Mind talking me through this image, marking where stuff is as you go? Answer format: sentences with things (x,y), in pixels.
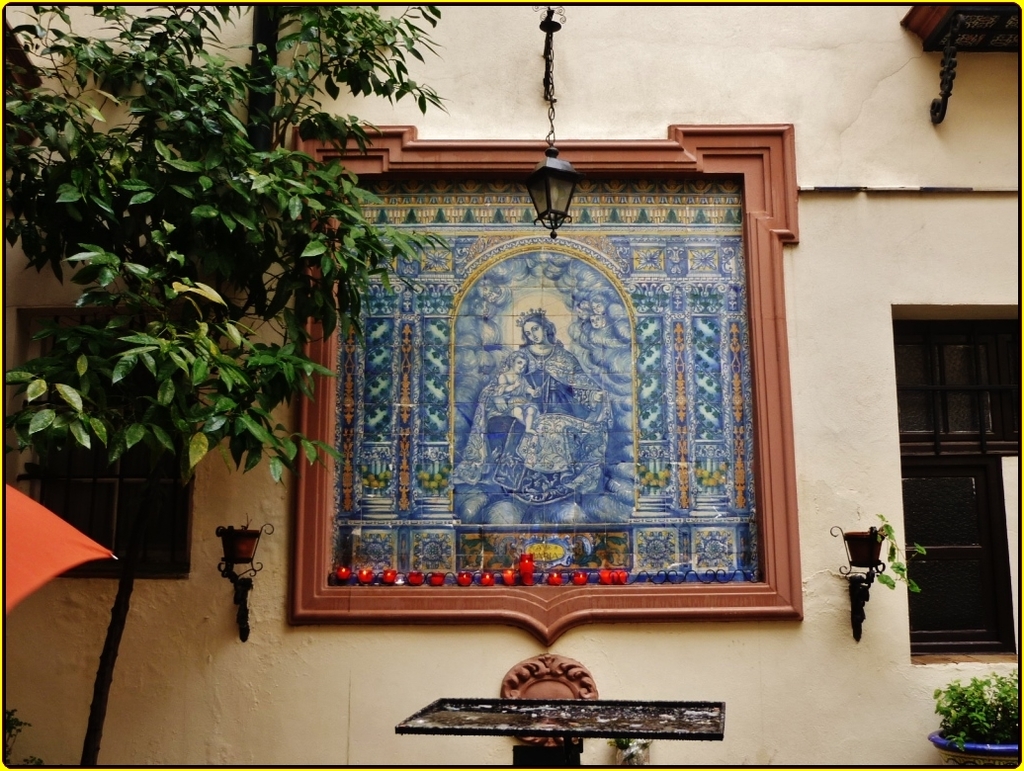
This looks like a photo frame (687,411), which is attached to the wall (824,417). I think these are the candles (361,579), which are placed in front of the frame (448,587). These are the small flower pots (858,539). This is a kind of a table (626,716). I think this is a building (575,53) with the windows (923,492). This is a tree (215,248). I can see a lamp (567,194) hanging. At the bottom right side of the image (1009,712), that looks like a flower pot (963,755) with a plant (989,727) in it. On the left side of the image (44,551), I think this is an umbrella (45,536), which is orange in color.
